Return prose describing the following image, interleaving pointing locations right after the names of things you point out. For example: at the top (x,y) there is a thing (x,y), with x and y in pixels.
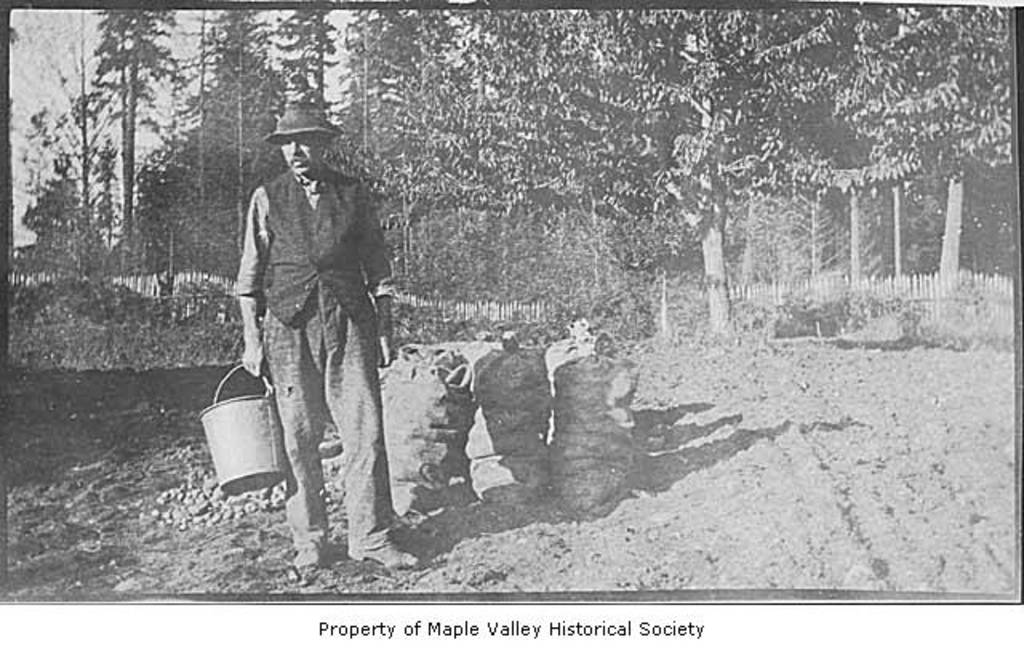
In the image we can see there is a person (323,235) standing and he is holding a bucket (235,438) in his hand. Beside him there are three sack bags (545,392) and behind there are trees (950,122).
